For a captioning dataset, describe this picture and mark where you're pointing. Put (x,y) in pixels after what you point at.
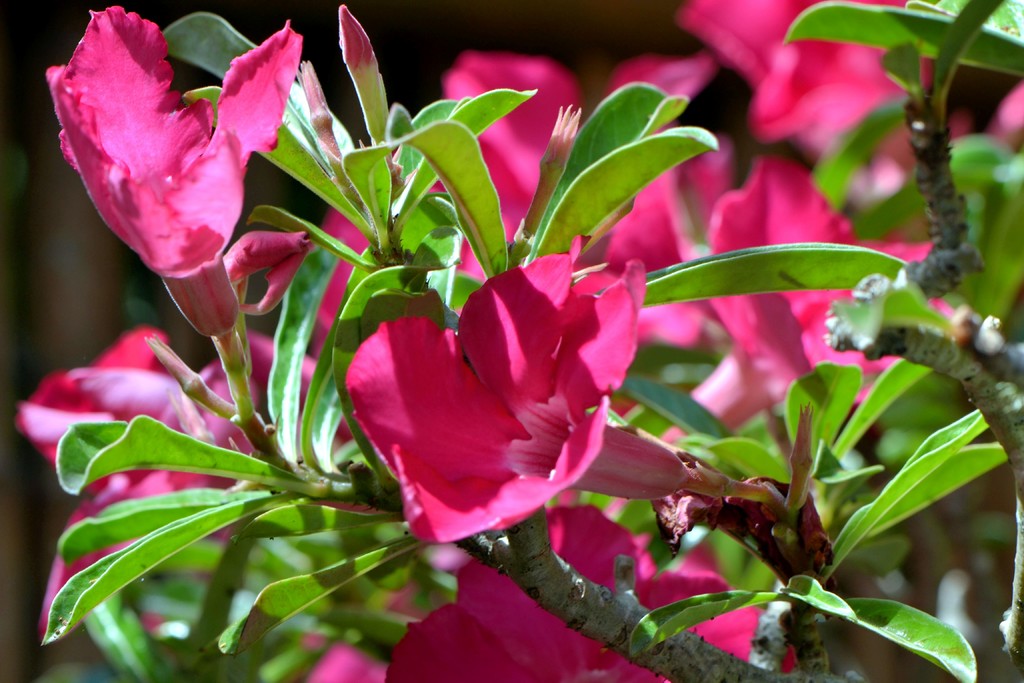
In this image we can see a plant (479,334) with some flowers (200,133) which are in pink color.
